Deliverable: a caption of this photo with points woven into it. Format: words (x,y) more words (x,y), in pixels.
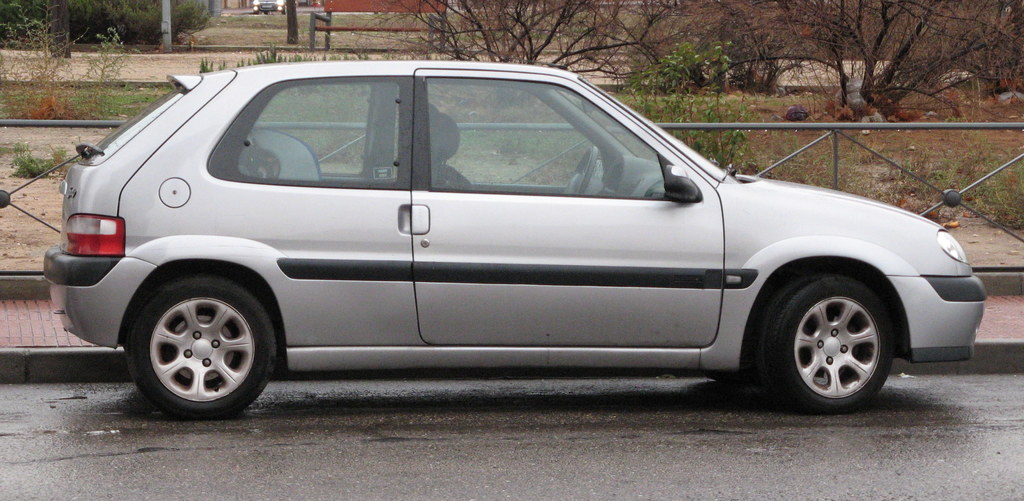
In the middle (405,281) it is a car (455,345) on the road (415,409), in the long back side there are trees (695,37).
